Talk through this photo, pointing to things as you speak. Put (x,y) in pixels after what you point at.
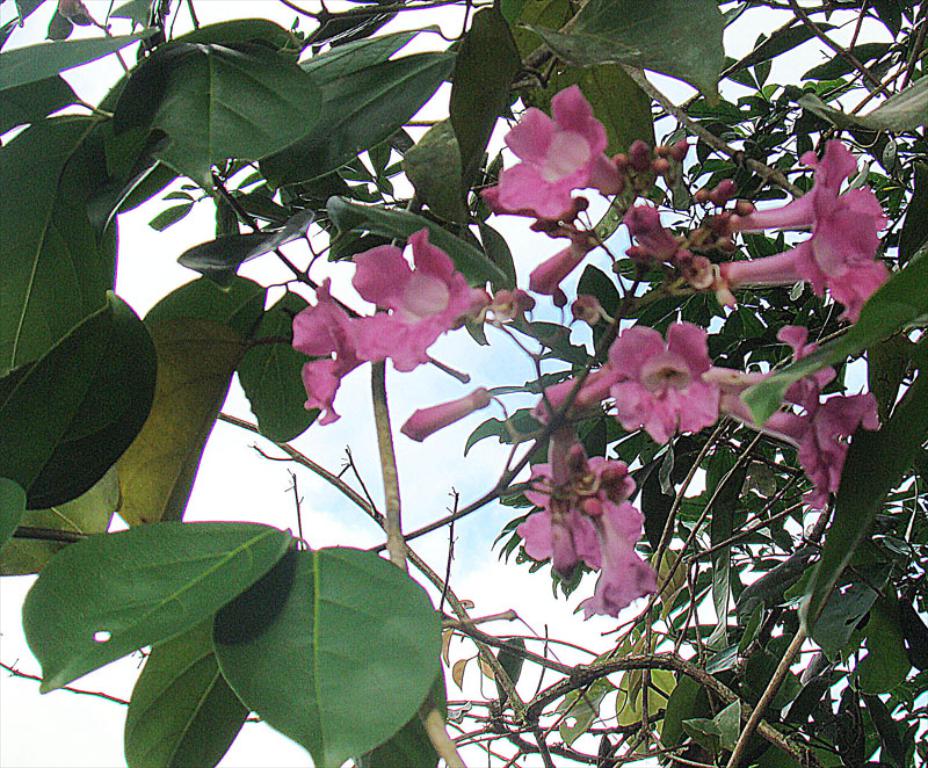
In the foreground of this image (635,368), there are flowers (642,411) and leaves (845,546) to the stems (647,707). In the background (448,488), there is the sky (434,466).
